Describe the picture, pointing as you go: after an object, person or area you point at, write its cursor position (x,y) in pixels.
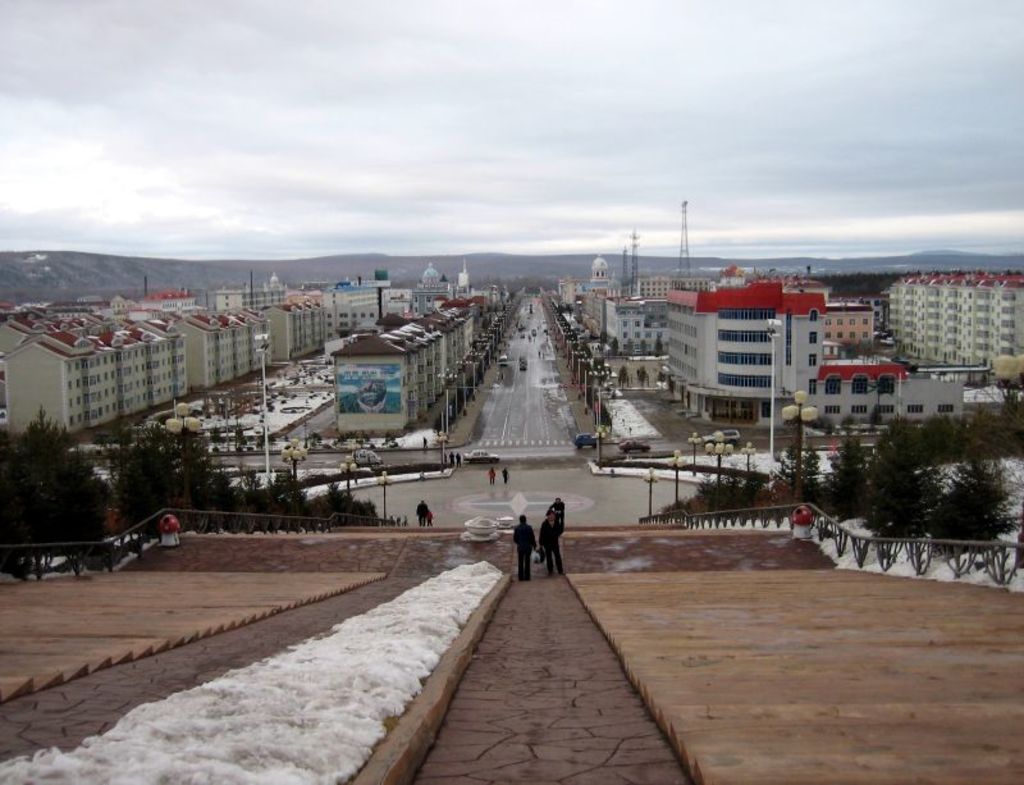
In the middle (345,495) I can see trees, poles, staircase (731,537), fence (732,522) and a crowd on the road (536,453). In the background (919,371) I can see buildings (1019,300), houses (277,306) and vehicles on the road (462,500). At the top (454,104) I can see the sky (462,149). This image is taken during a day.
